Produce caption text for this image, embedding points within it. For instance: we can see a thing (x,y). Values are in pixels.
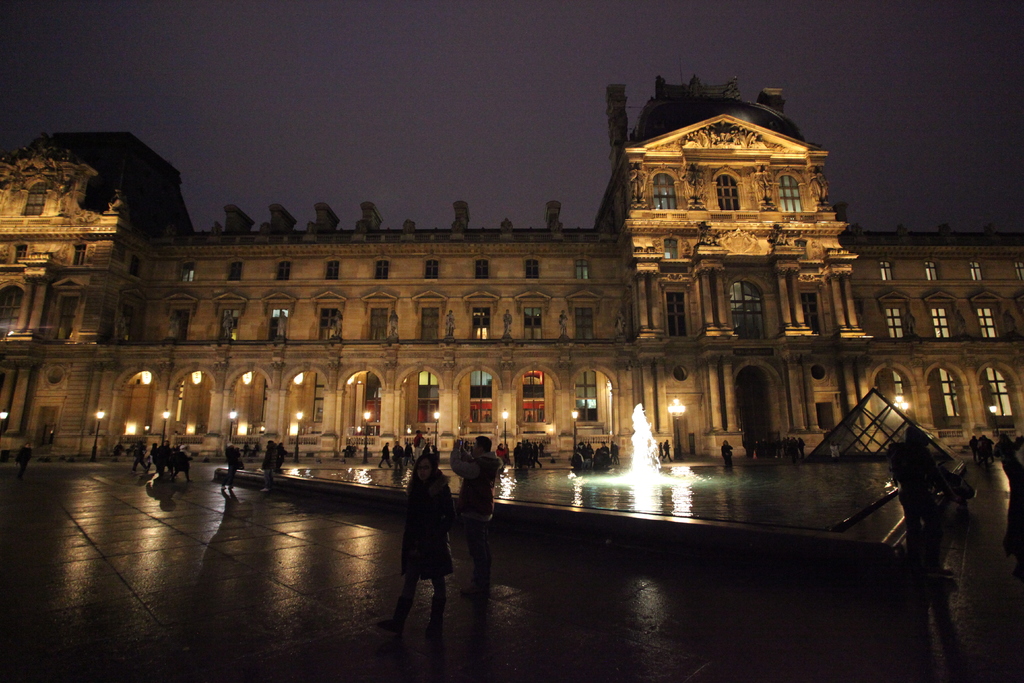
In this picture we can see some people (923,547) are standing and some people (1011,528) are walking on the pathway (343,538). Behind the people (482,473) there is a fountain (604,489) and a building (60,437) with windows (809,309). In front of the building (584,320) there is an architectural structure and poles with lights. Behind the building (444,276) there is the sky (413,136).
